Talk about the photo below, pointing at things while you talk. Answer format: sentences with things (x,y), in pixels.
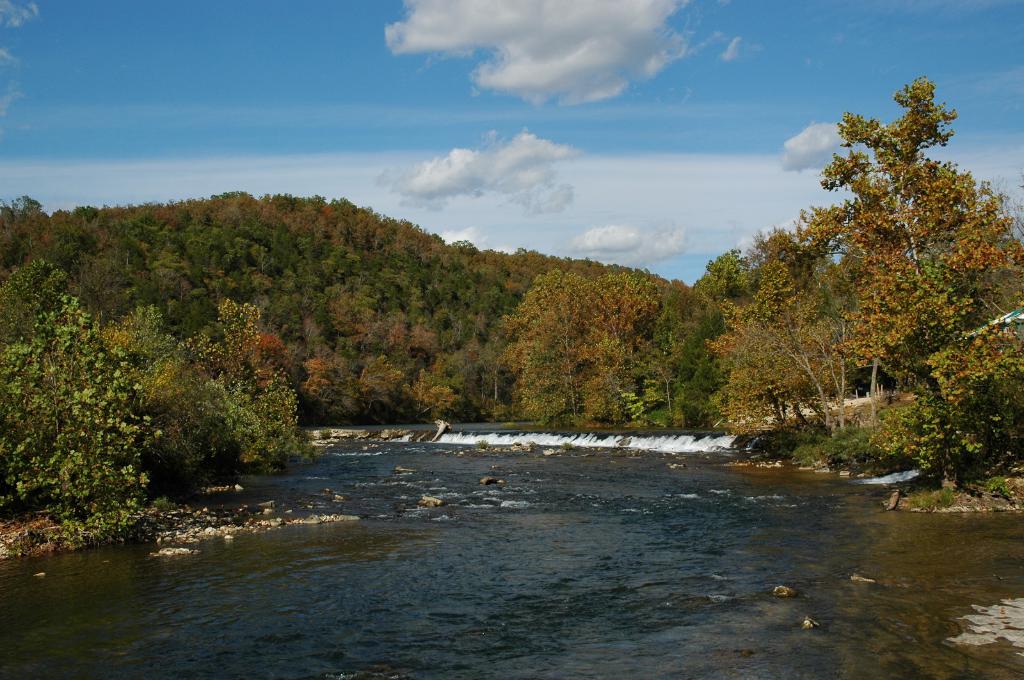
In this image in the front (501,527) there is water (546,507). In the background (692,308) there are trees (486,300) and the sky (428,121) is cloudy.
